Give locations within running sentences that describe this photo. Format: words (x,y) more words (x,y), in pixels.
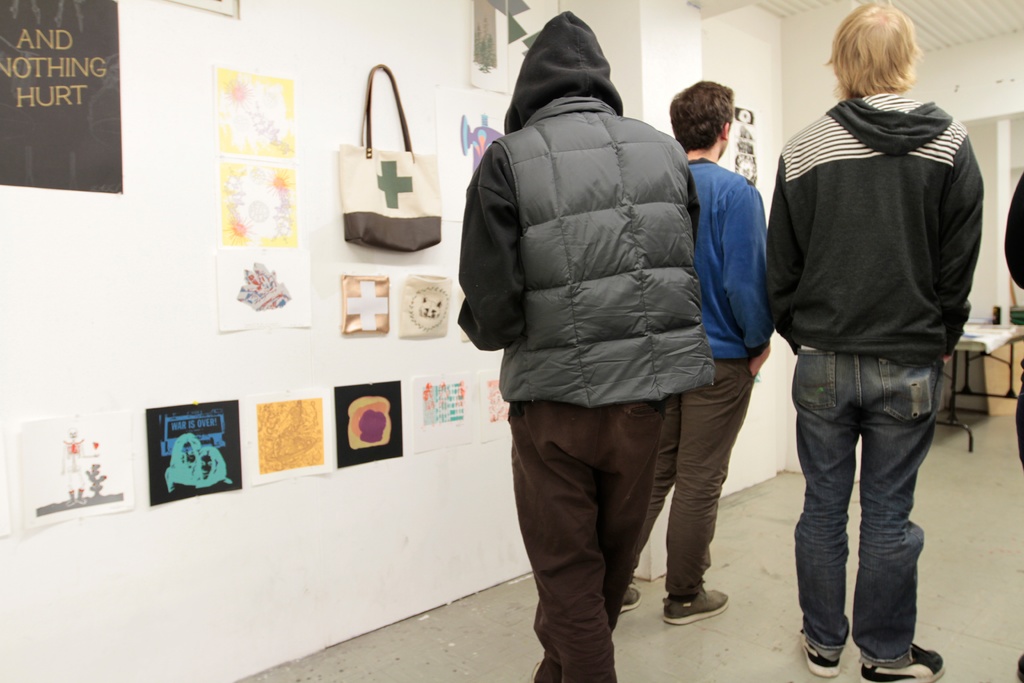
In this image, In the right side (718,612) there are some people (844,291) standing, In the background (156,629) there is a white color wall (146,385) on that wall (146,468) there are some posters (210,456) and there is a bag (371,208) which is in white and black color.
